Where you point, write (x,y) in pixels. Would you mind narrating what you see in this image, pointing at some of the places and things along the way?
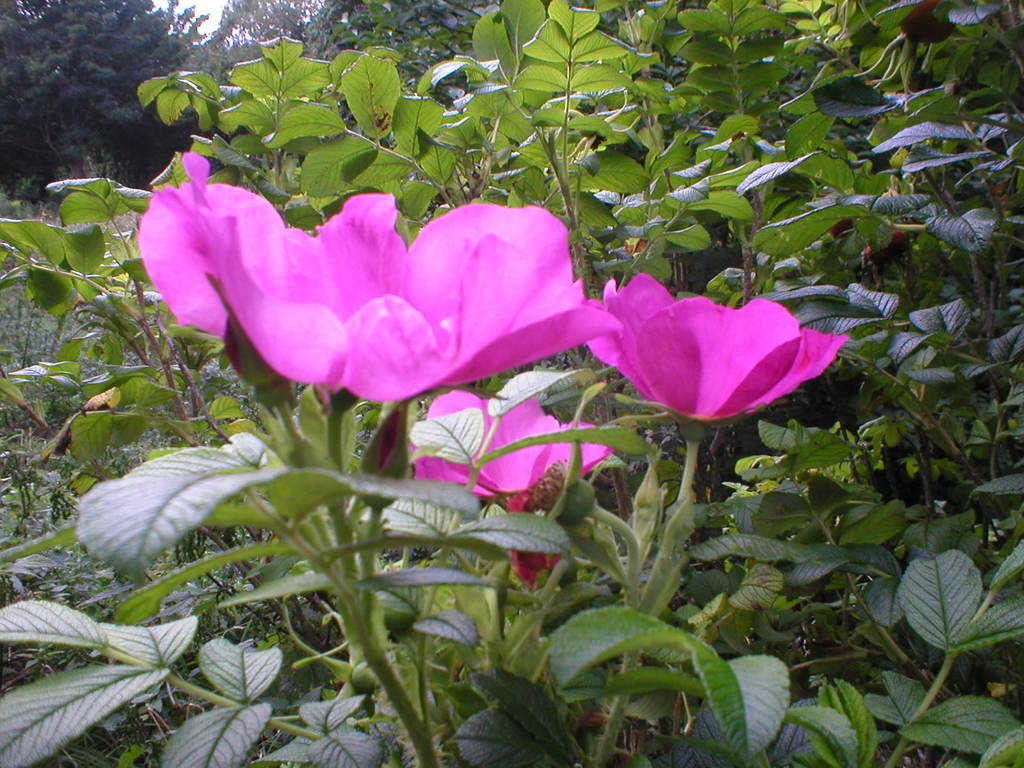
In this image there are flowers (677,405) on the plant (809,714) behind them there are so many trees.
